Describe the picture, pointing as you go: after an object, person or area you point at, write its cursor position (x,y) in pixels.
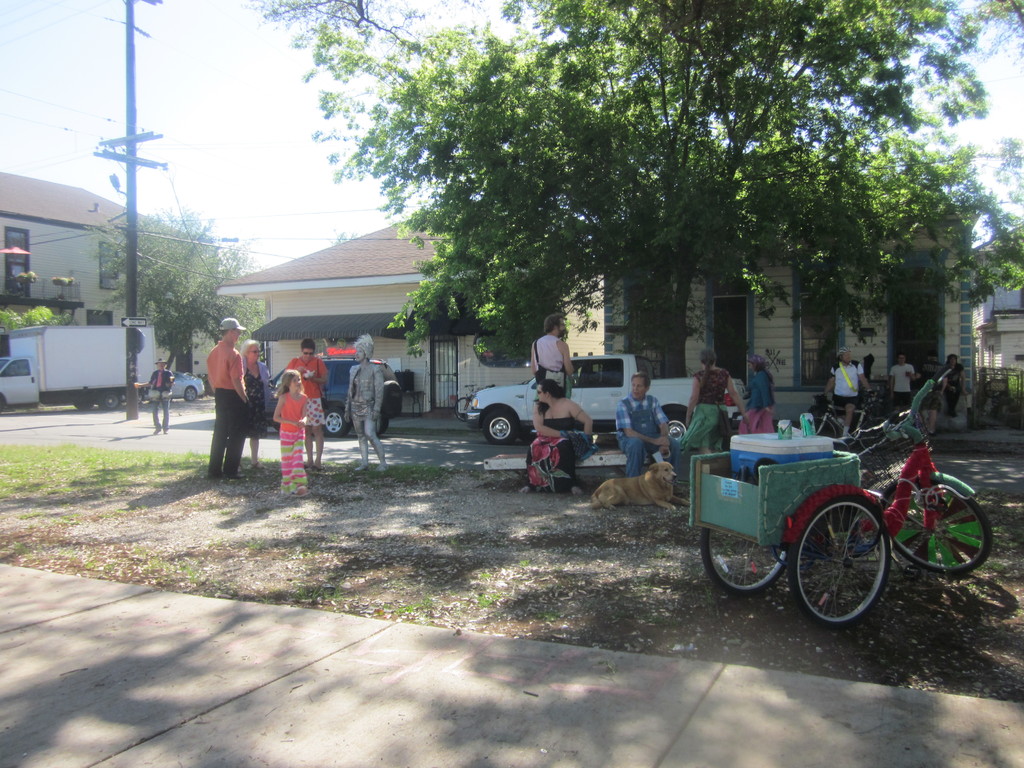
In the foreground (621,473) I can see a crowd (309,446) and vehicles (783,484) on the road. In the background (408,259) I can see trees (468,251), pole (134,205), plants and houses (68,286). On the top (183,134) I can see the sky (230,152). This image is taken on the road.
